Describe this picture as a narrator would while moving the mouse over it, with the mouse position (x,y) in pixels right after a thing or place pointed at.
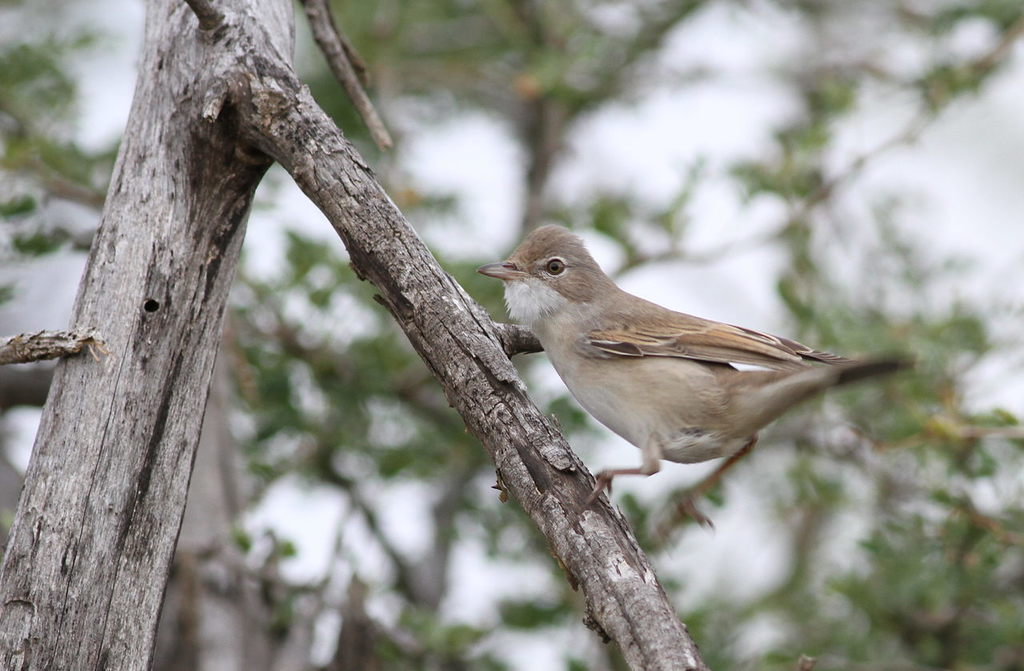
In this image I can see a bird (640,391) which is brown, cream and white in color is on the branch (531,441) of a tree (524,425) which is brown and ash in color. In the background (309,431) I can see few trees (389,346) and the sky (726,131).
